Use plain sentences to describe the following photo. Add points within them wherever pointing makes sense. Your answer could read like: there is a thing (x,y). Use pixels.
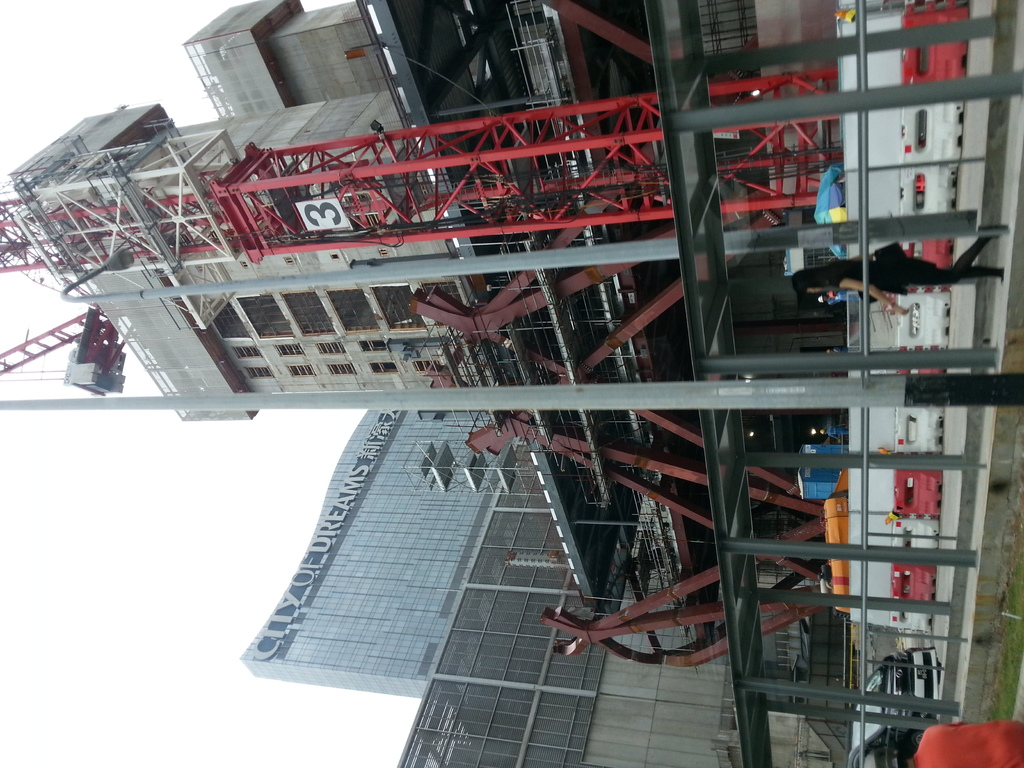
In the image there is a crane (717,93) and other equipment (944,241) in the foreground (300,161), behind the crane (322,159) there are buildings (284,373) and there is a woman (973,271) walking on the path (954,282) in front of the crane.
